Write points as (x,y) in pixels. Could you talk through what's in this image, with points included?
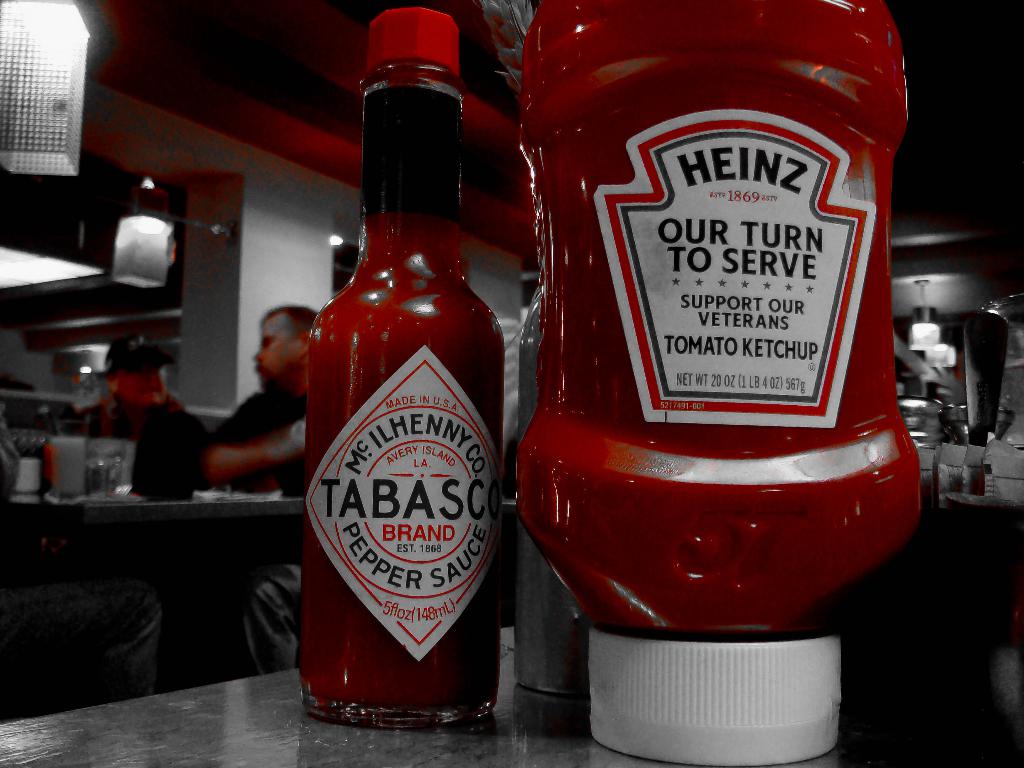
Here we can see a hot sauce bottle (396,367) and a ketchup bottle (653,266) which are kept on this table (267,720). Here we can see three persons (132,667) who are sitting on a chair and having a conversation.
